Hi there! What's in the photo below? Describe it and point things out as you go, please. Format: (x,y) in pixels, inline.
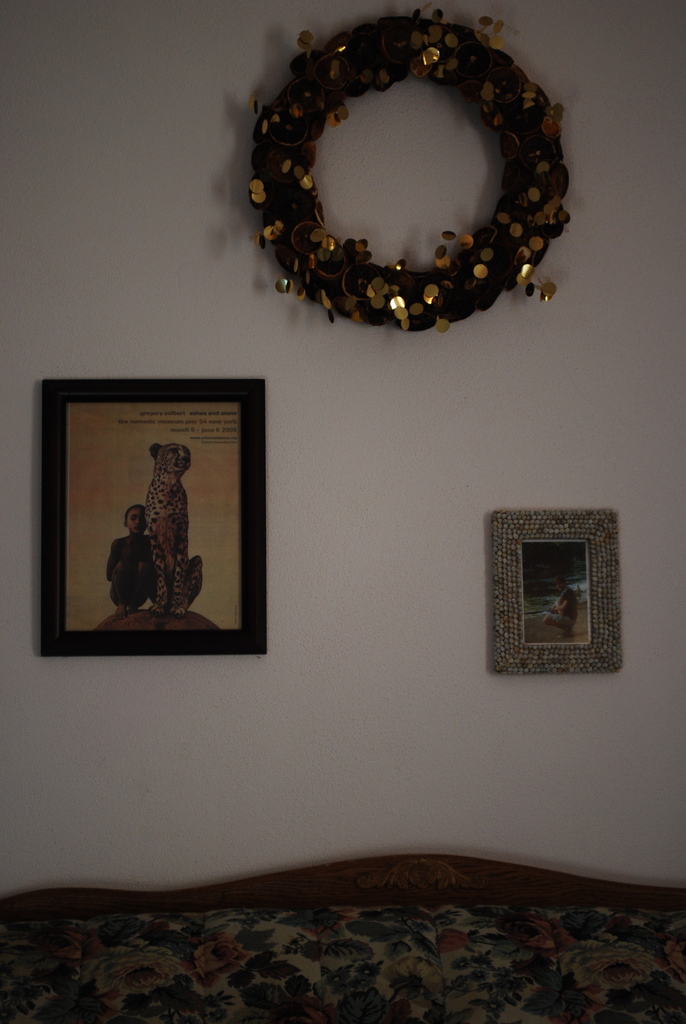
In this image there are two picture frames (178,635) and a decorative item (374,312) attached to the wall (458,612). Bottom of the image (377,936) there is a sofa (140,980). Left side (87,553) there is a picture frame (105,539) having the picture (93,572) of a person (143,542) and a cheetah (167,527).
